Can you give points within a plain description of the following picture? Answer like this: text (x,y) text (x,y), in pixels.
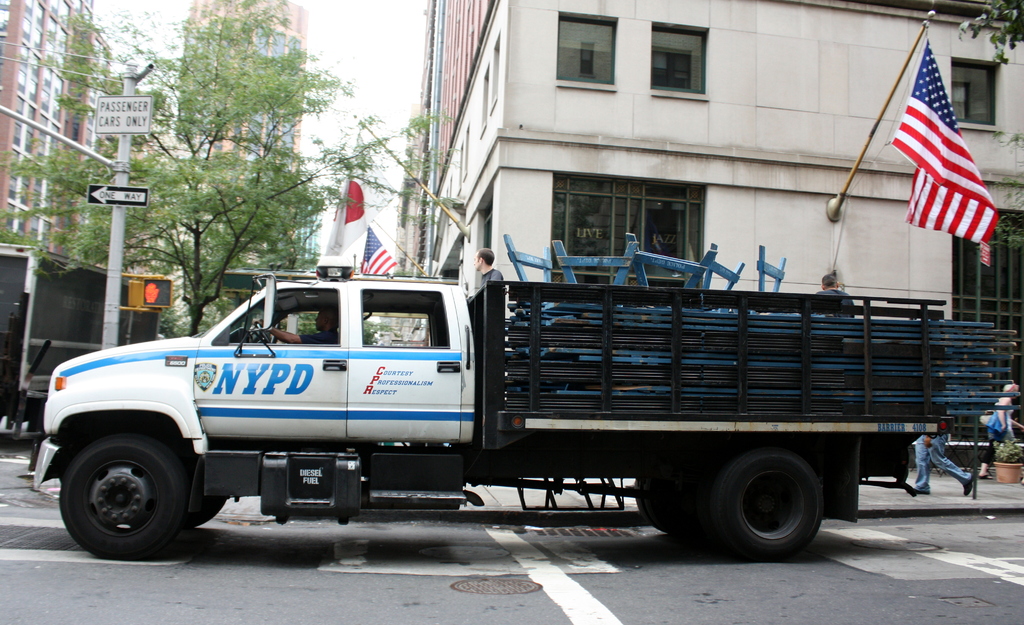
In the foreground of this picture (339,349), there is a truck (592,448) moving on the road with load (950,367). In the background (916,129), there are flags (365,193), sign boards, buildings (732,158), trees (304,55), sky (370,49) and few persons (921,461) walking on the side path (935,476).
